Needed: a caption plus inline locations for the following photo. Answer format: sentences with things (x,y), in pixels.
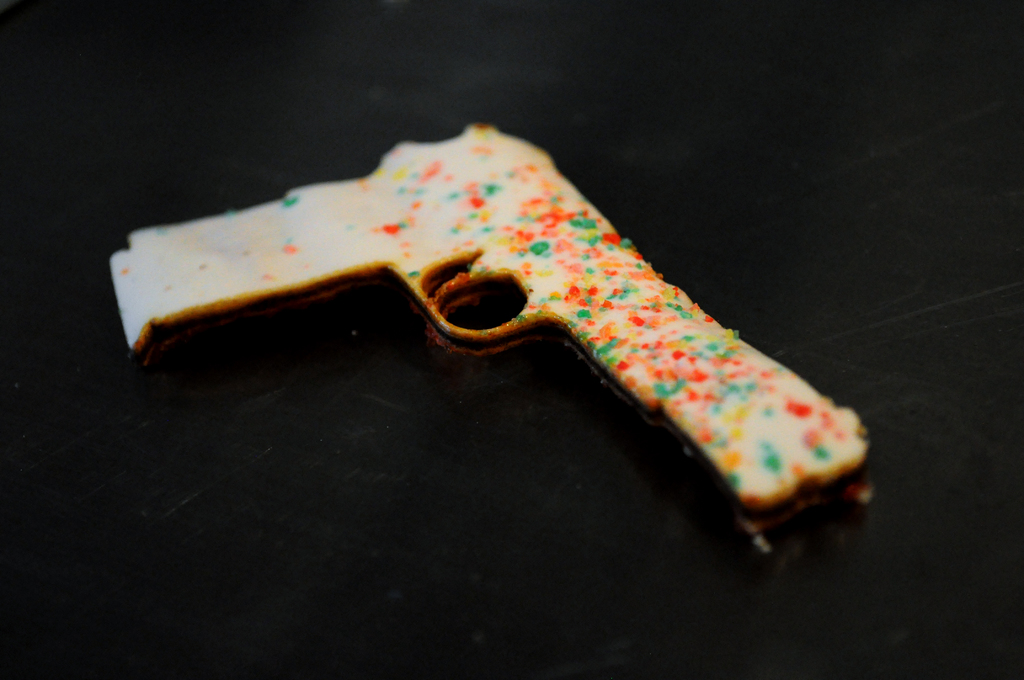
In the image we can see a food item (580,238) which is in the shape of a gun.
